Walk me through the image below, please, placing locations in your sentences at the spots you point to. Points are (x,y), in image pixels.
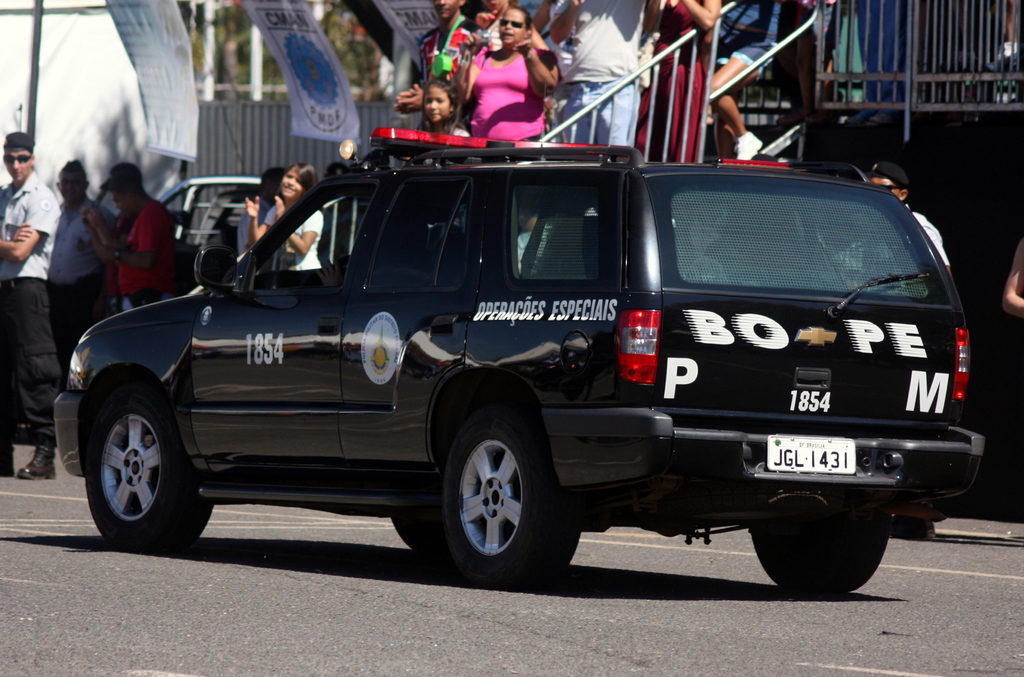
In this image I can see road (405,638) and on it I can see shadows (724,589) and a black colour vehicle (530,496). On this vehicle (327,344) I can see something is written at few places. In background (308,38) I can see few white colour boards (166,21) and I can see number of people (25,310) are standing. I can also see something is written on these boards (180,79).
